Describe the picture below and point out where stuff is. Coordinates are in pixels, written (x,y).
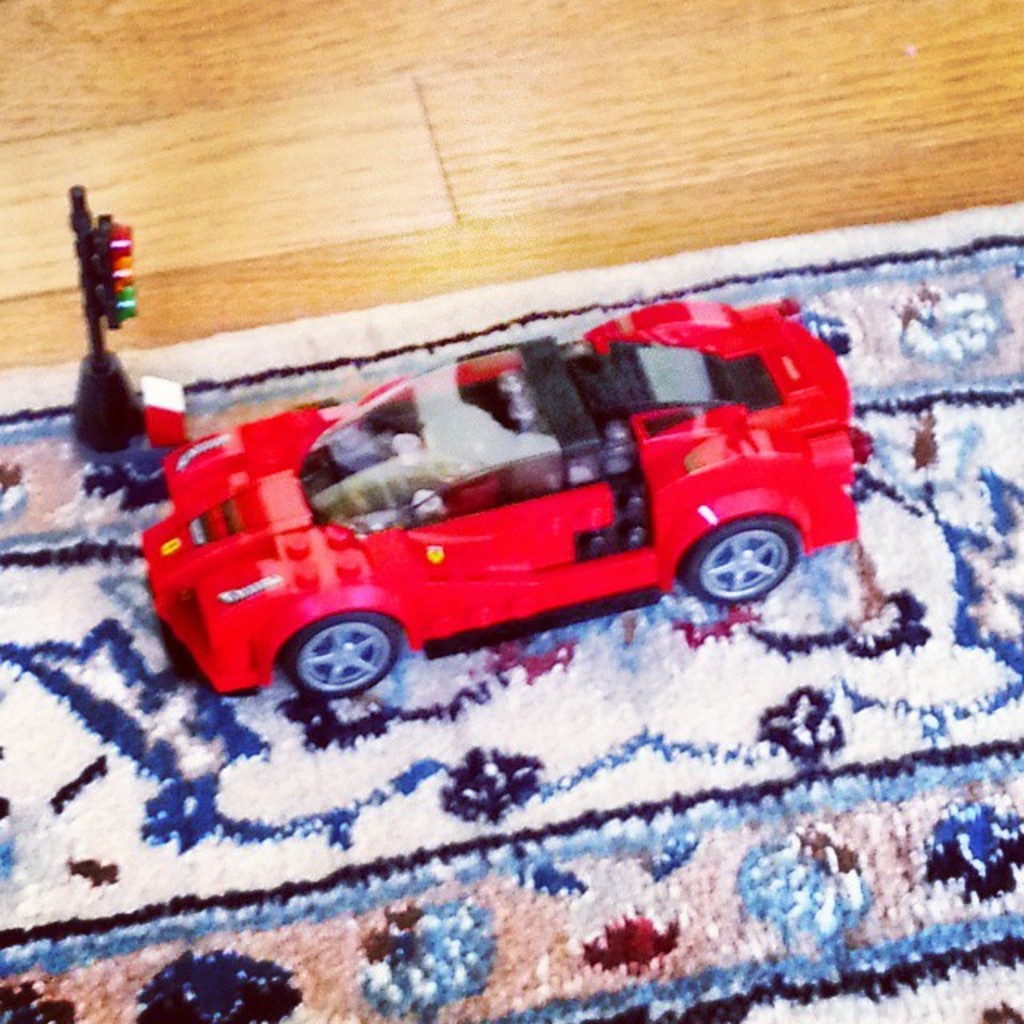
In this image we can see toy car (524,517) and signal lights (103,315) are kept on the carpet (620,799).
